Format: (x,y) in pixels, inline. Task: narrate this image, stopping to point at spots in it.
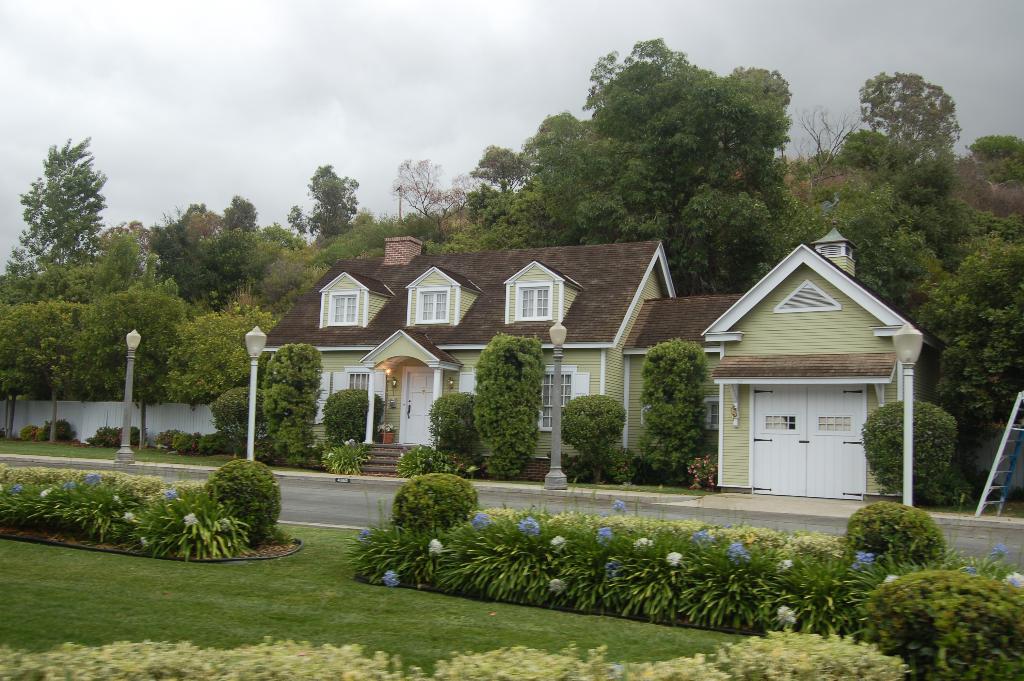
In this image I can see few plants (628,586) and trees (656,194) in green color and I can also see few flowers (616,572) in blue and white color. Background (547,423) I can see few light poles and the building (600,368) is in green and brown color and the sky (306,51) is in white color.
